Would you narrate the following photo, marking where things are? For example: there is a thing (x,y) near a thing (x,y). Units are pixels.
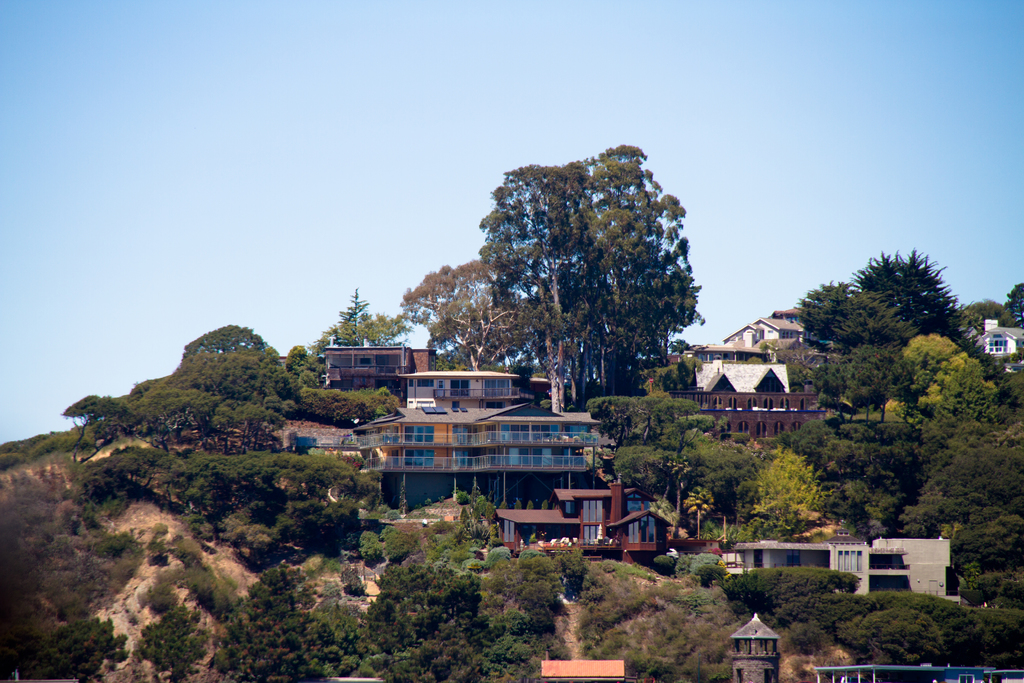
In this image, we can see buildings (805,553), trees (772,442), sheds (869,670), a bench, tower (754,629) and there are hills (702,642). At the top (180,126), there is sky (173,120).
